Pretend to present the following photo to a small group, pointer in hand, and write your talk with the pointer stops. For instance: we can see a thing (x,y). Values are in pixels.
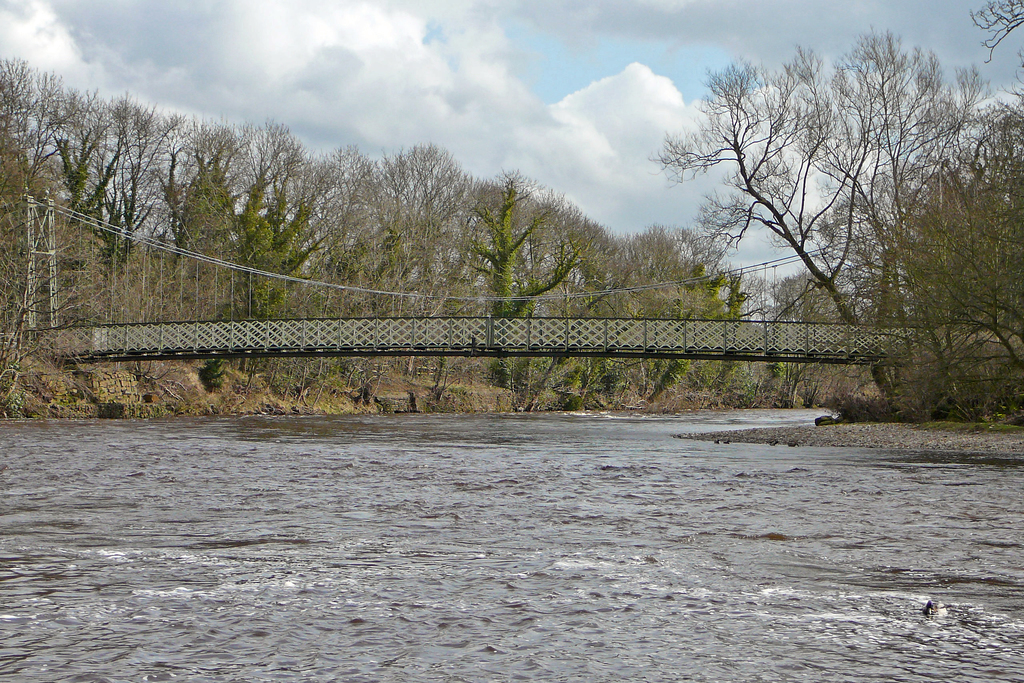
This image is taken outdoors. At the top of the image (167,52) there is a sky (435,102) with clouds (630,140). At the bottom of the image (451,623) there is a river (804,447) with water (332,446). In the middle of the image (448,344) there is a bridge (833,349). In the background (78,344) there are many trees (937,309) and plants (14,400) on the ground (985,444).
